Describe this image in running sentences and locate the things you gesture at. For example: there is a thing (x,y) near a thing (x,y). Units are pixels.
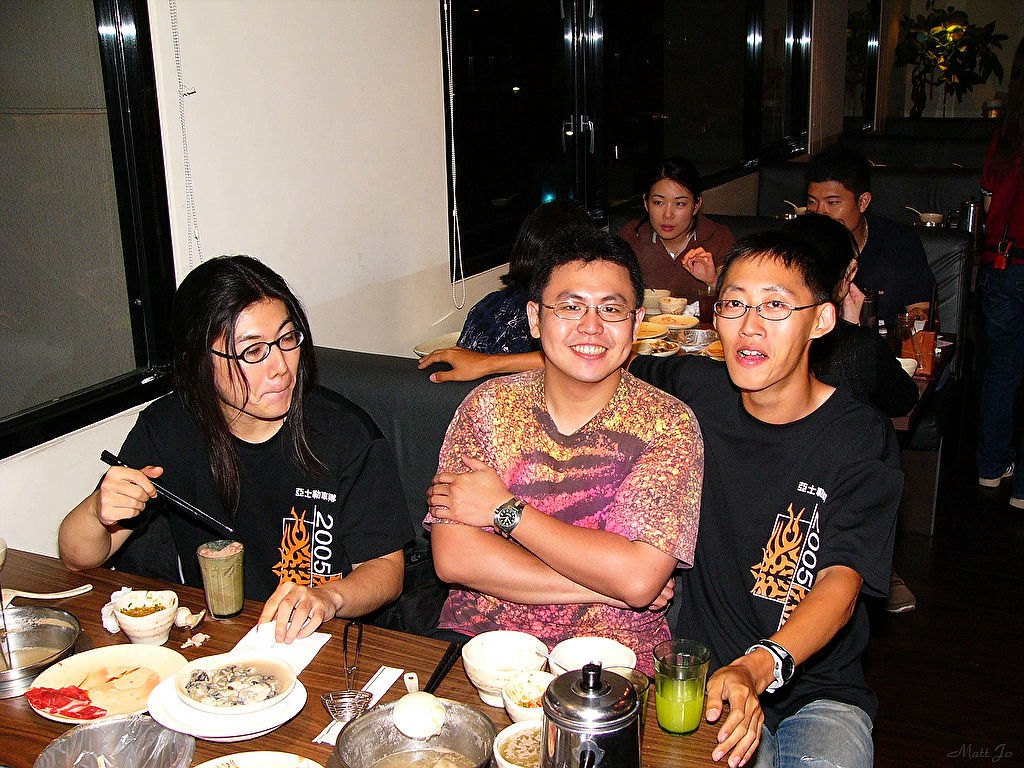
Here in this picture we can see a group of people (681,409) sitting on sofas (424,479) with tables (174,584) in front of them having food items (270,695) in plates (165,714) and bowls (514,705) and we can also see glasses (671,723) of juice (204,573) and in the front (190,577) we can see one of the three of them is smiling and beside them we can see windows (130,242) present and in the far we can see a plant (948,58) present.
